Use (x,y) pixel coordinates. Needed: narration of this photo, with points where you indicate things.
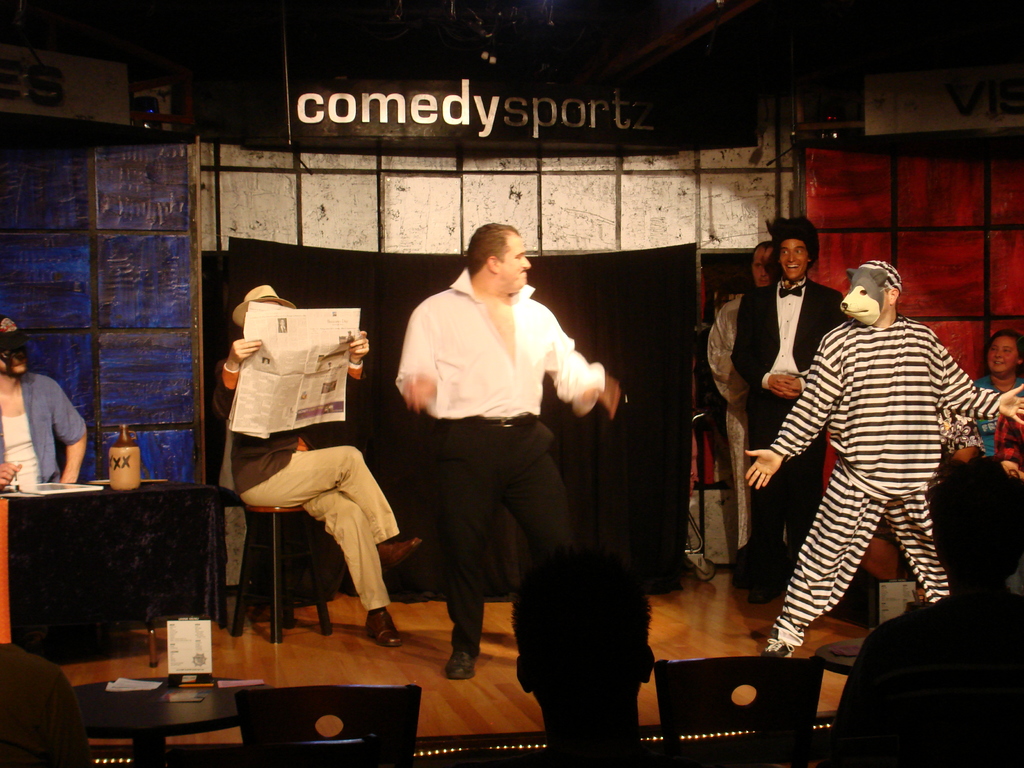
This picture might be taken inside the room (642,698). In this image, we can see group of people (371,503) performing in the event. On the right side (1016,424), we can see a person (1016,442) sitting on the chair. On the left side (63,437), we can also see a man (18,391) sitting on the chair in front of the table (80,501), on that table (74,501), we can see a book (61,492) and a jar (121,457). On the left corner (294,749), we can also see a chair (318,756) and a table (207,711), on that table (209,697) there are some boards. In the background (385,269), we can see black color curtain (644,291). On the top (553,14), we can see a roof (820,41).
